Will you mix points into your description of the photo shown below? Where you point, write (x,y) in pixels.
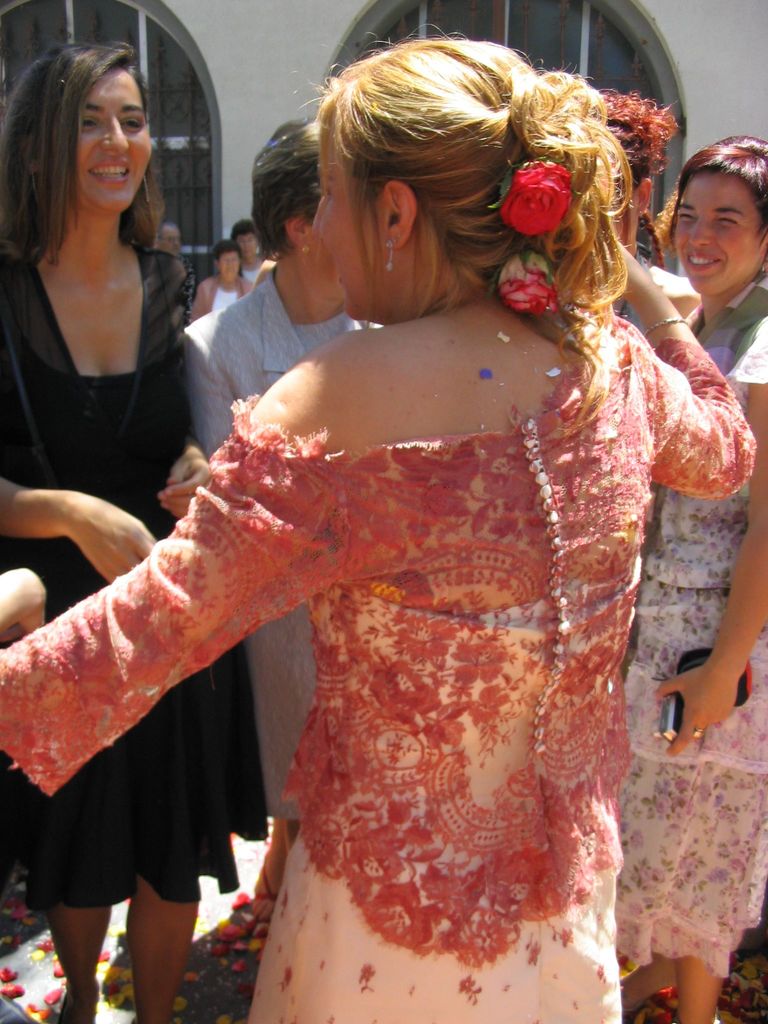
In the image there is a blond haired woman (506,243) in peach color dress (522,584) dancing and behind there are many women (173,376) standing and smiling, over the background (297,76) there is a building (260,48).
